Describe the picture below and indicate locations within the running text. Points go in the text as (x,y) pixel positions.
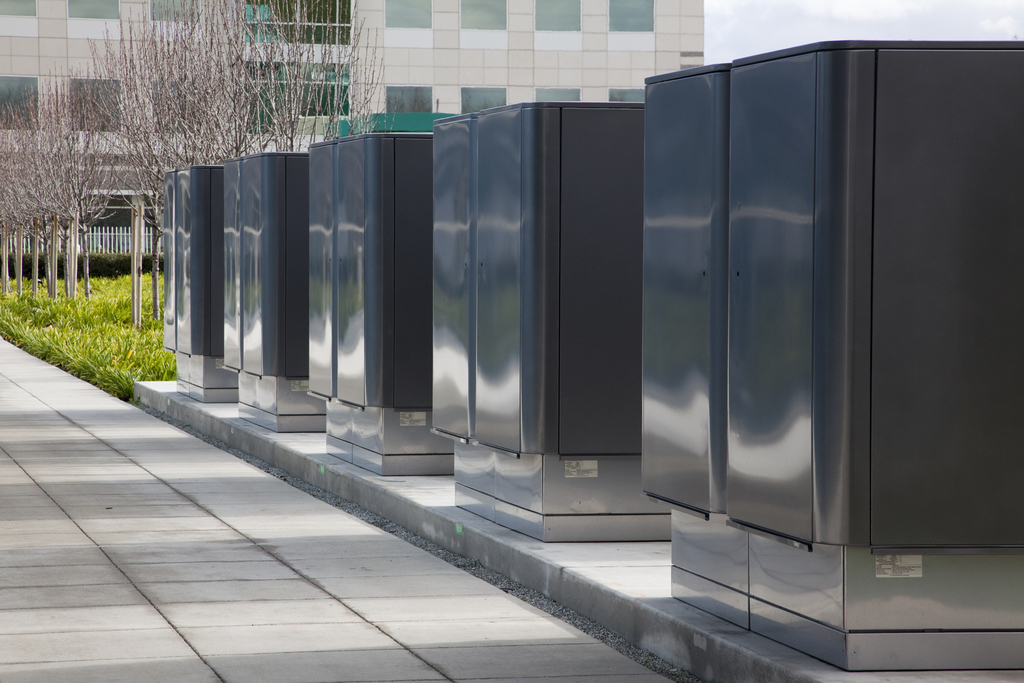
In this image there are five generators (430,367) on the right side (741,493). In the background (536,72) there is a building (590,69). Beside the generators (610,399) there are plants (117,324) and dry trees (70,185). At the bottom (219,626) there is a floor (206,514) on which there are tiles (174,557).
